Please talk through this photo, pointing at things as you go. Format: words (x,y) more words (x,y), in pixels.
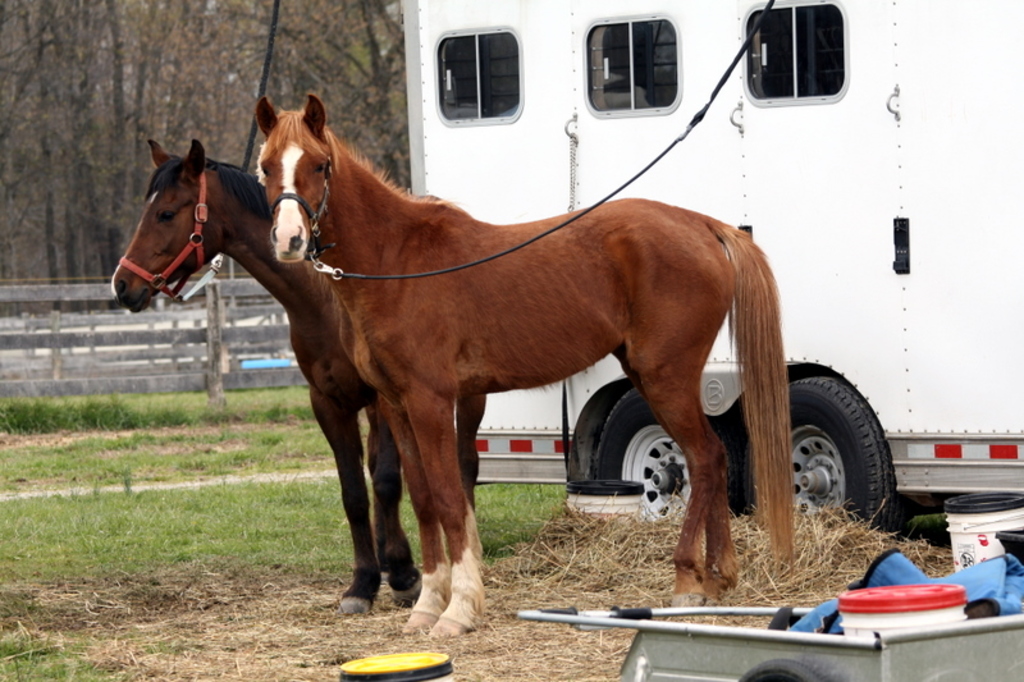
There are two horses (360,267) standing. This looks like a van (735,147). Here is the dried grass (812,538). I can see the buckets (893,595). Here is the grass (115,473), which is green in color. This looks like a wooden fence (80,317). In the background (206,79), I can see the trees (207,73).
